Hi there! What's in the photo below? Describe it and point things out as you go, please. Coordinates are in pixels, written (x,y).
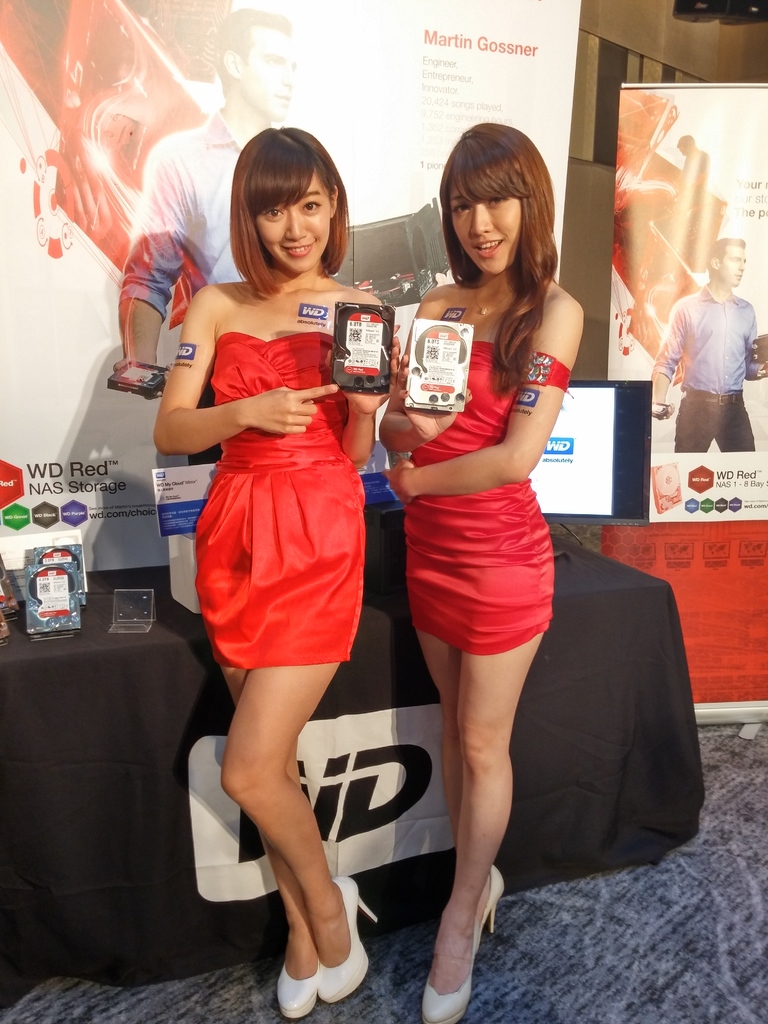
In this image we can see two women (463,504) wearing the red color frocks (463,504) and standing on the floor (574,980) and also smiling and holding the objects (391,333). In the background (228,27) we can see the banners (430,136) with the text (723,486) and also images (693,403). We can also see the table (647,594) which is covered with the black color cloth (152,663) and on the table (79,610) we can see the some objects (124,631), a text board (187,494) and also the monitor (588,465). We can also see the wall (716,31) in the background (633,46).
